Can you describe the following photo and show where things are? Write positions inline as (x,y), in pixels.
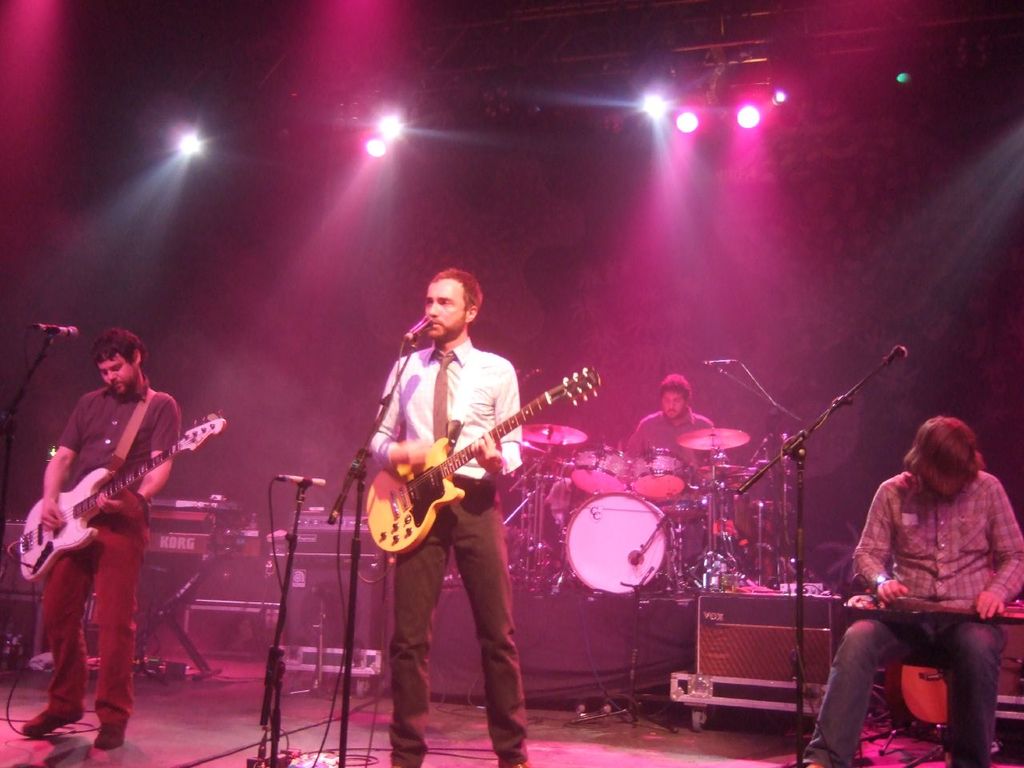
There are four men (149,447) on the stage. To the left side (158,443) there is a man (105,416) with black shirt (99,418), he standing and playing guitar (83,521). In the middle (469,389) there is a man (475,385) with white shirt (475,388) and black pant (494,605) is standing and playing guitar (436,450). In front of him there is a mic (410,335). To the right corner (930,536) there is a man (967,538) with checked shirt (957,535) is sitting and holding musical instrument (961,607) in his hand (988,604). In the background (681,419) there is a man (676,406) sitting and playing drums (651,470). To top (194,134) there are some lights (385,130). There are some black color boxes (302,534) and speakers (305,594) on the stage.
